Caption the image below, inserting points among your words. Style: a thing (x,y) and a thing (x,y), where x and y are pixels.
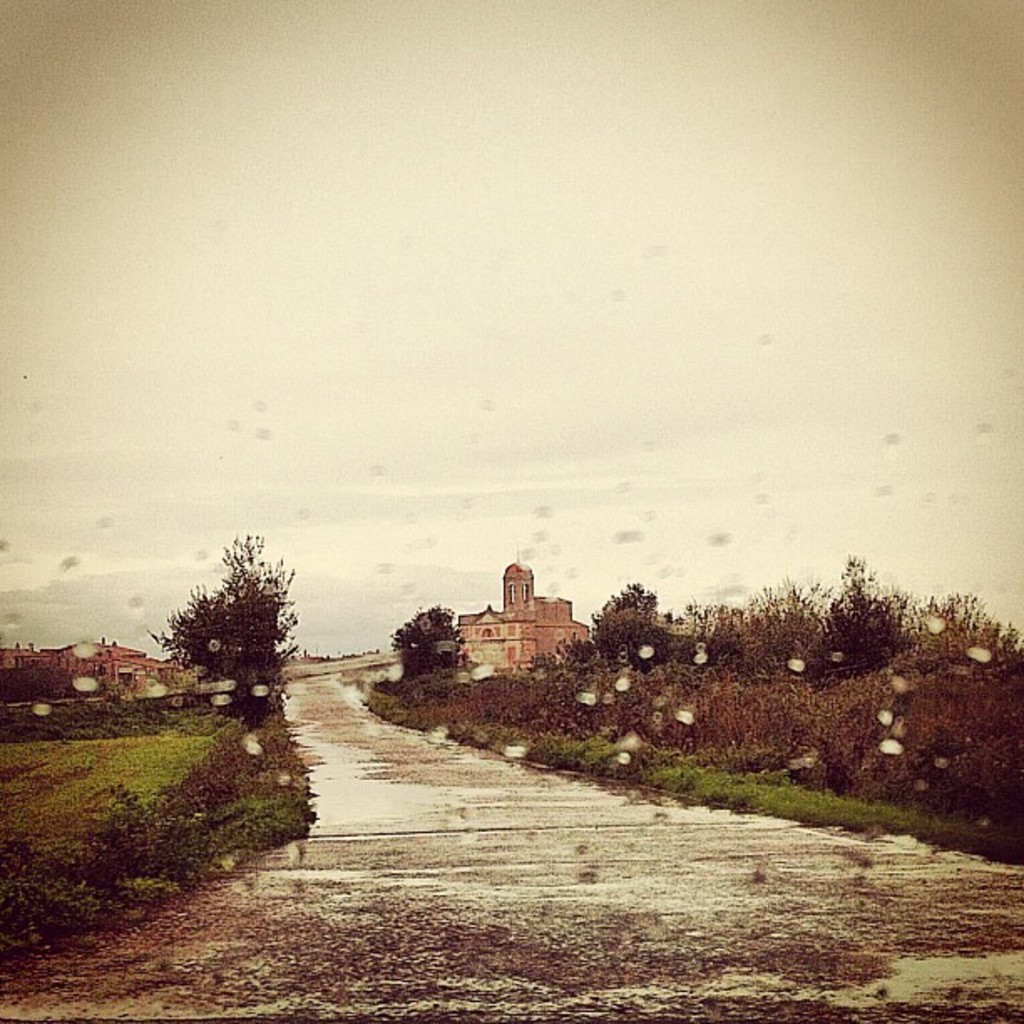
This image consists of a road (743,860). On the left (94,817) and right, we can see the plants (465,672). In the background (513,652), we can see the buildings (470,657). At the top (498,278), there is sky (498,278).
